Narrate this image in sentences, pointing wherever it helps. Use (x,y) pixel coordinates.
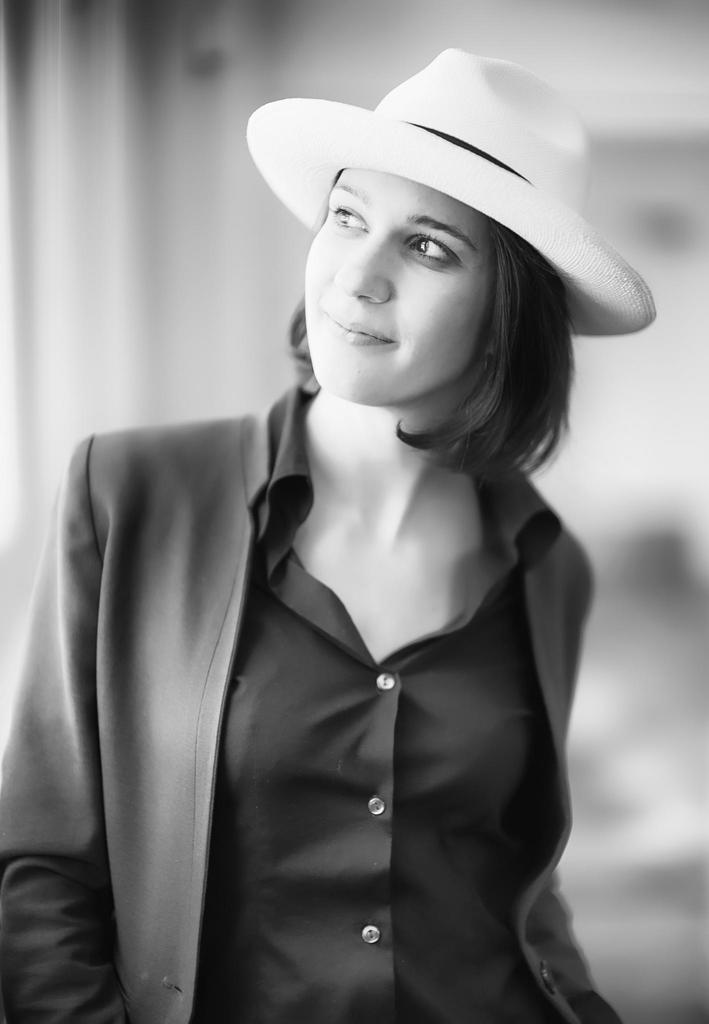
In this image, we can see a person (539,322) on the blur background. This person (145,436) is wearing clothes (267,661) and hat (469,79).
